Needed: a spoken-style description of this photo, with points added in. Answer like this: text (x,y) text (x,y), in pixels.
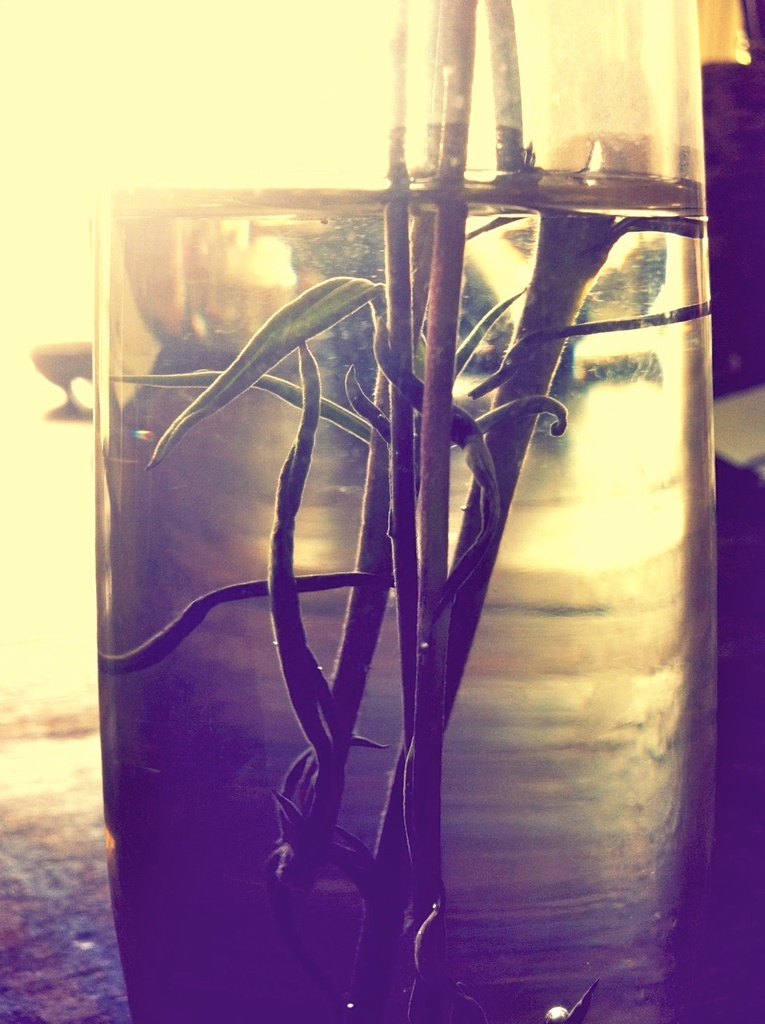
In this image, I can see a glass (665,351) of water (647,268). I think these are the stems (382,395) with the leaves (332,306), which are in the water (463,839). The background (15,997) looks blurry.
